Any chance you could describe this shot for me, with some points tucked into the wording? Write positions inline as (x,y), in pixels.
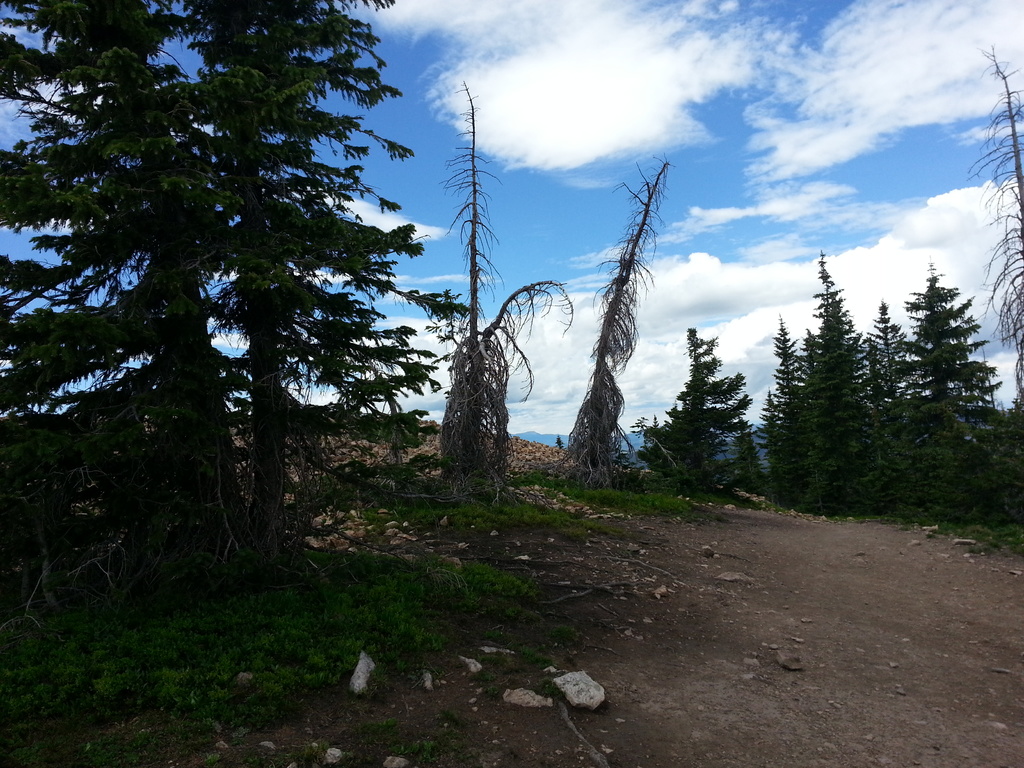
In this picture there are trees (1007,505) on the right (811,303) and left side of the image (117,133).
